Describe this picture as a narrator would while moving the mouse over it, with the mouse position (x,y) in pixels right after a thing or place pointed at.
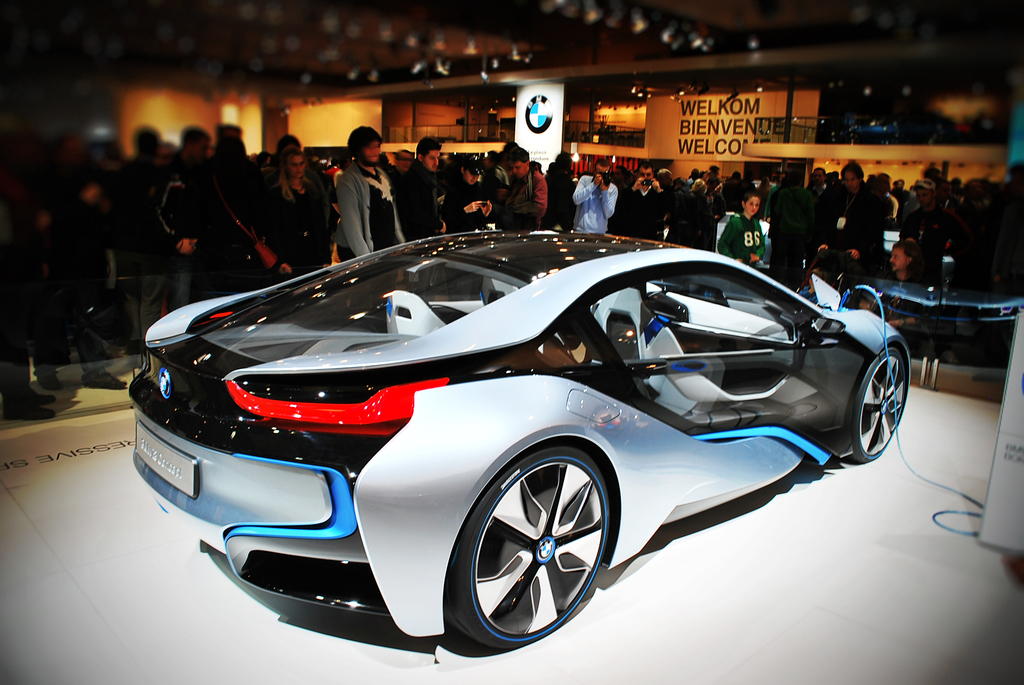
In this image in the center (470,441) there is one car (265,356) and in the background (240,237) there are some people (797,213) who are standing, and also there are some boards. On the top (467,59) there is ceiling (353,59) and some lights (438,59), at the bottom (759,526) there is a floor (91,491).
